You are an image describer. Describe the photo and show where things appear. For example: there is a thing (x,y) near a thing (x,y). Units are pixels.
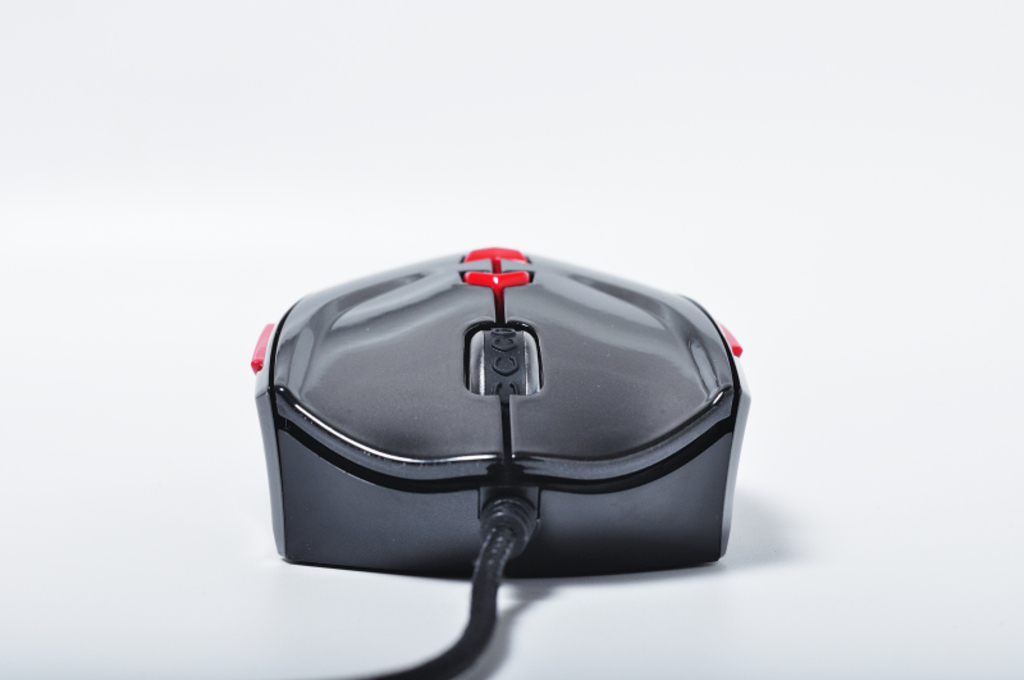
In this image we can see a mouse (513,557) with cable (468,643). Background (815,376) it is in white color.
